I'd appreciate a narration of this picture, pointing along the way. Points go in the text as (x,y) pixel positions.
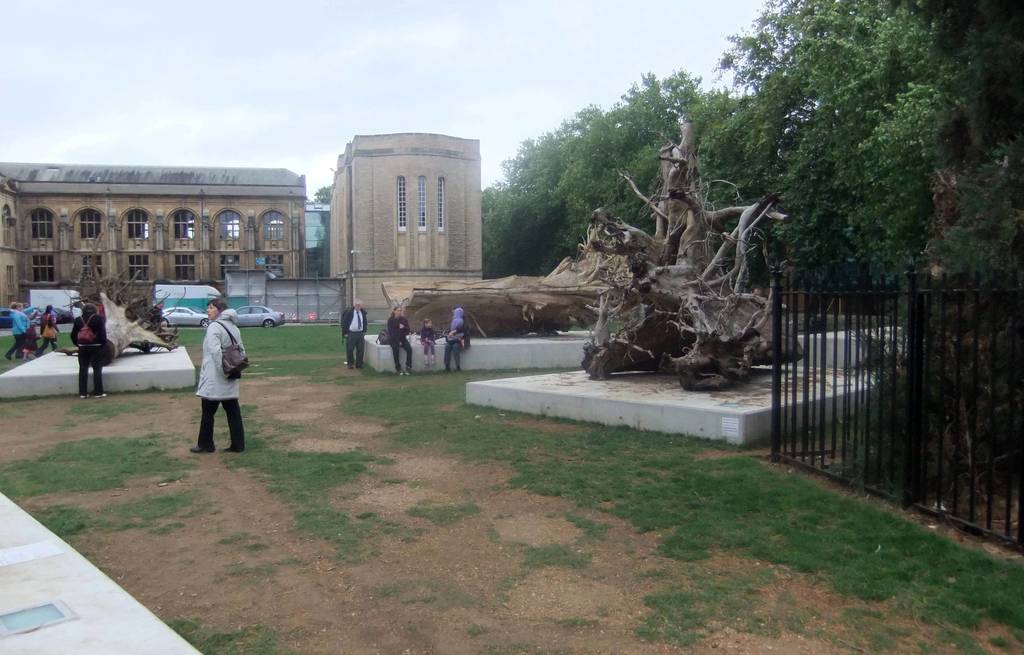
On the left side (82,595), there is a pillar (91,604). On the right side (967,521), there is a black color fencing (806,352), near grass (845,519) on the ground (718,499). In the background (723,249), there are wooden pieces (626,285) arranged on the white color pillars (662,426), there are persons (346,317), there are vehicles (174,322) parked, near a building (286,214), which is having windows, there are trees (574,145) and there is sky (339,61).
